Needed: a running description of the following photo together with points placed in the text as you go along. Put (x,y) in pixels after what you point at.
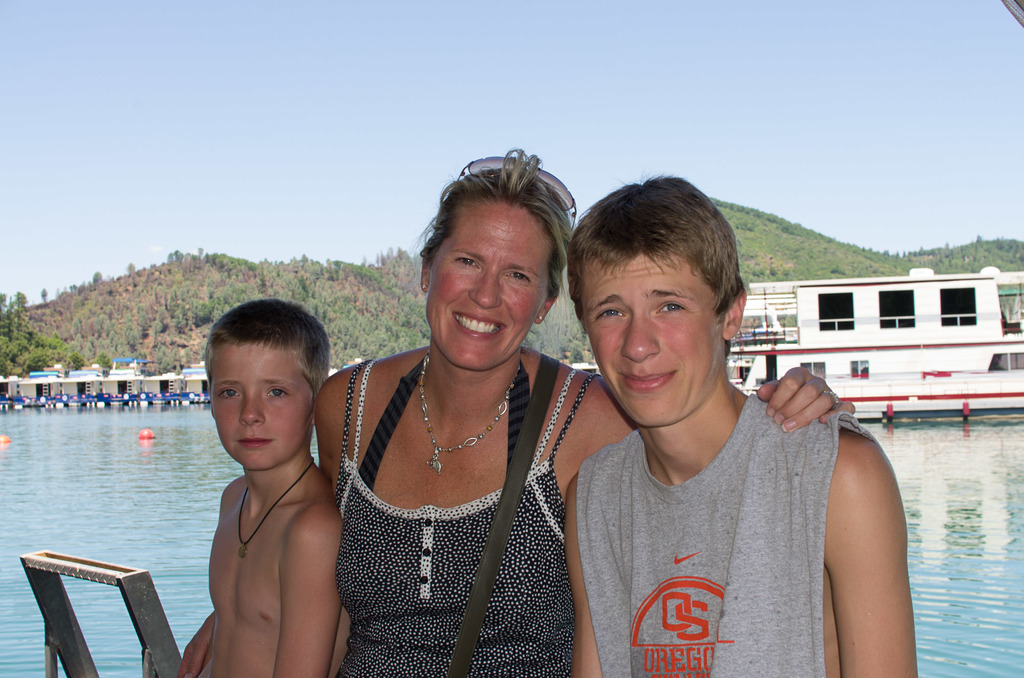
In the center of the image (610,238) three persons (625,379) are there. In the background of the image (815,337) we can see boat (778,339), houses (130,379), barricade (59,394), hills (348,290), tree (326,278). At the bottom of the image (190,518) we can see water (185,513), ladder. At the top of the image (357,49) we can see the sky (379,121).
